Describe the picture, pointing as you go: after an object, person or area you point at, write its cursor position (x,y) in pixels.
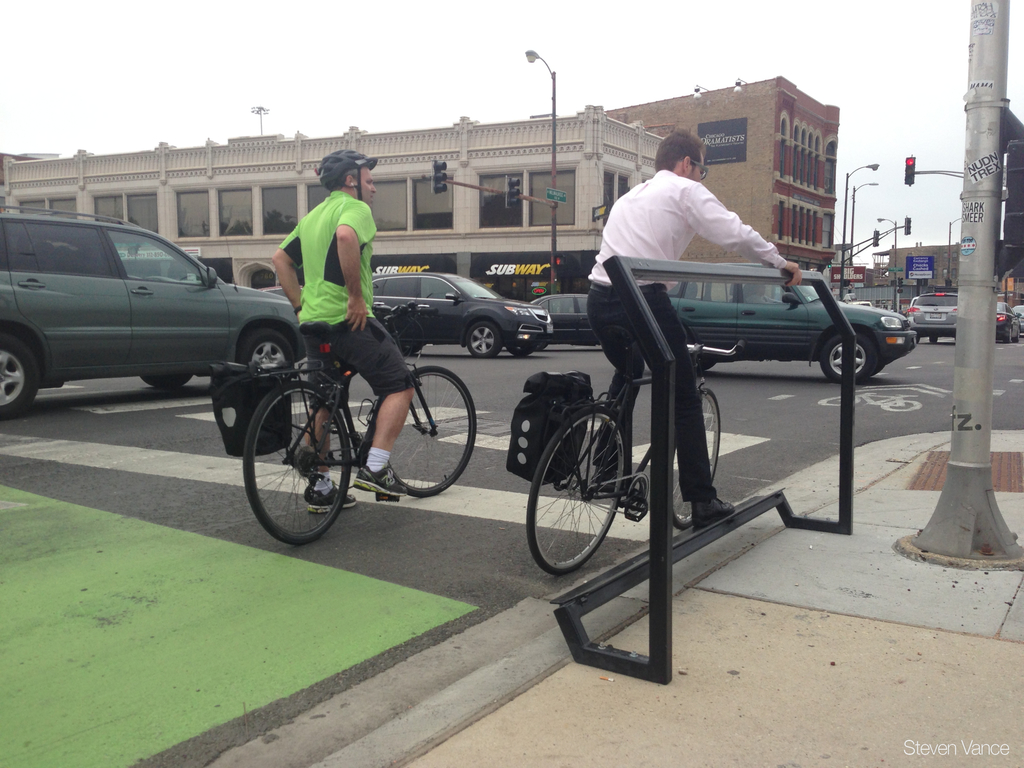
In this image I can see a two person (591,297) riding a bicycle (599,467) on the road (603,366). At the back side (737,150) we can see the building (583,175), subway store (519,284) and a traffic signal (443,186). On the road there are vehicles (732,285). There is sign board (923,257) and pole (988,193). In front (353,179) the person (339,170) is wearing a helmet (364,165).
